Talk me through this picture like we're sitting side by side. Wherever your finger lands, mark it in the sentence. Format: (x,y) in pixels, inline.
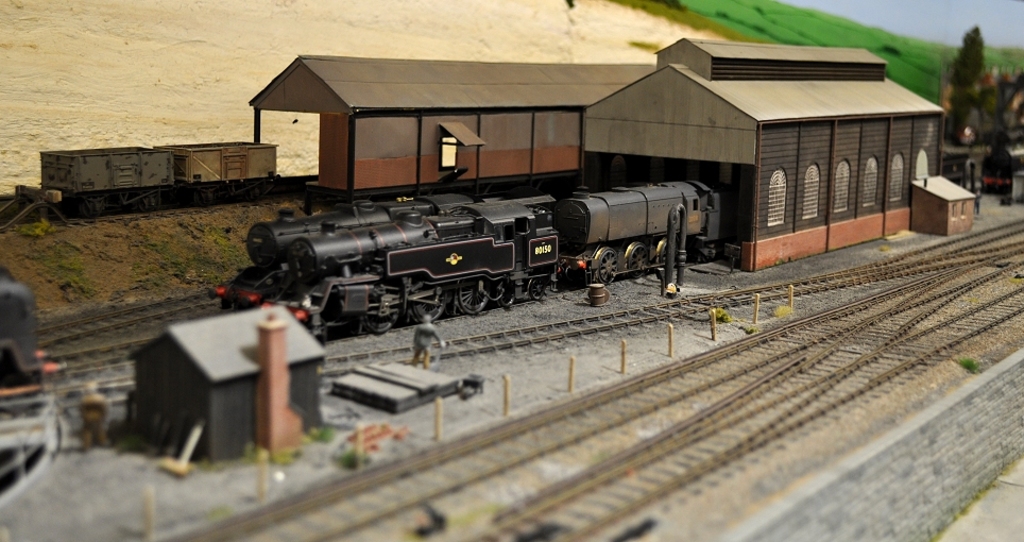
In this image there are railway tracks (701,387) on the ground (669,442). There is a train (389,262) on the railway track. Beside the tracks (605,405) there are poles (436,400) and plants (719,310) on the ground (958,376). Behind the train (433,255) there is a house (555,126). In the background (955,129) there are trees (955,129) and grass (837,26) on the hill (824,22). In the center (425,332) there is a person (418,351) standing.
